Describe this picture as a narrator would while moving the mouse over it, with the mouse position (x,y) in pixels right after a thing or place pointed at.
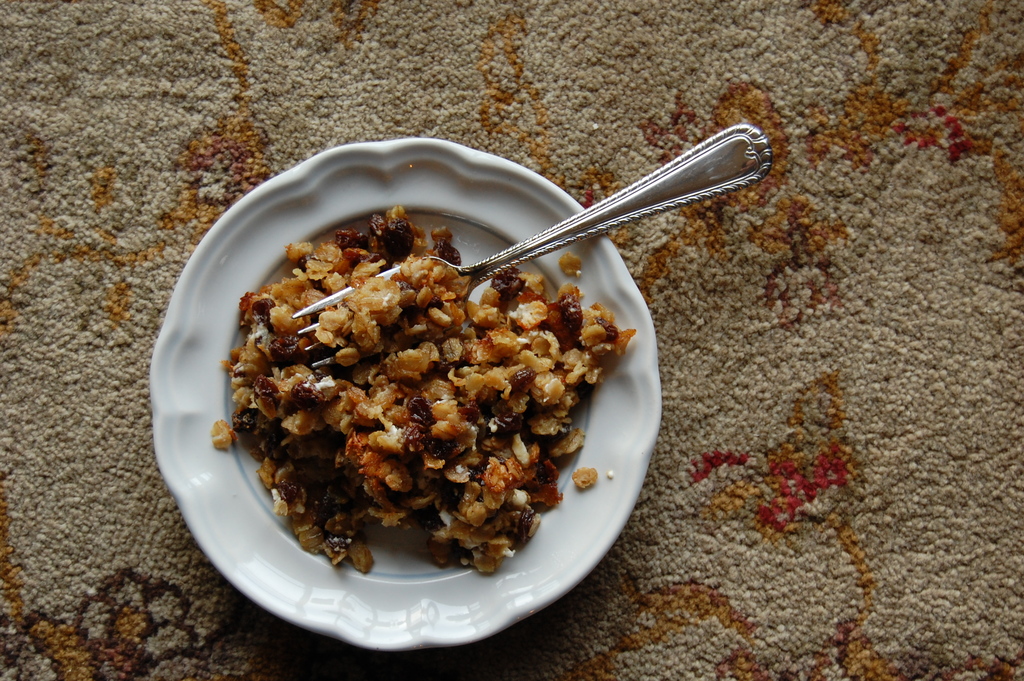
In this picture there is food (441,386) and there is a fork (601,216) on the plate (519,558). At the bottom (87,526) there is a cloth (235,16).
